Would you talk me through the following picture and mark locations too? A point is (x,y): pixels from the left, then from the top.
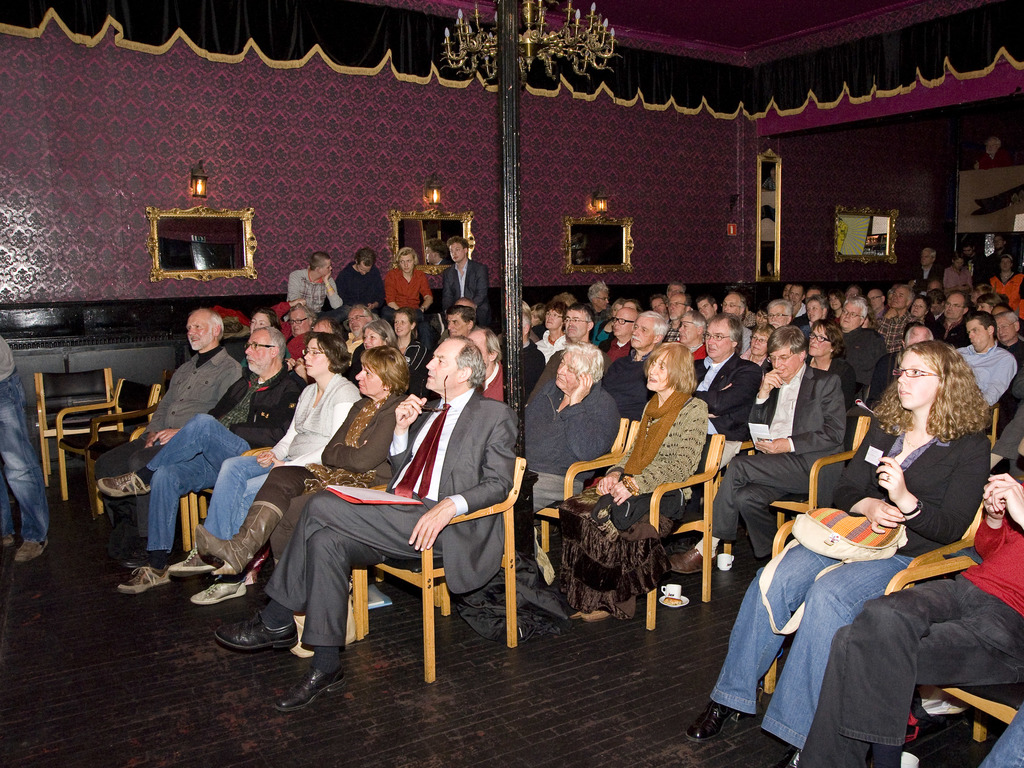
This picture shows a meeting hall (785,208) where most of the people (981,659) are seated on the chairs (97,395).
